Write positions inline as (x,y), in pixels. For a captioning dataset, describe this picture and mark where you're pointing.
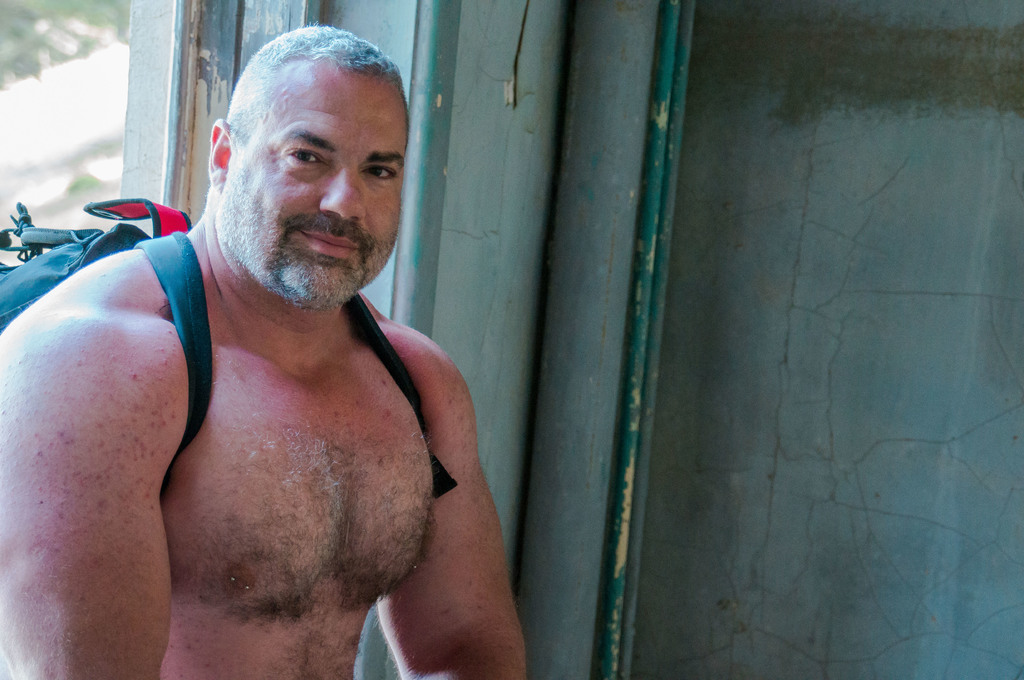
On the left side of the image (197,390) we can see a person (244,231). In the background (876,291) we can see wall (801,15).
